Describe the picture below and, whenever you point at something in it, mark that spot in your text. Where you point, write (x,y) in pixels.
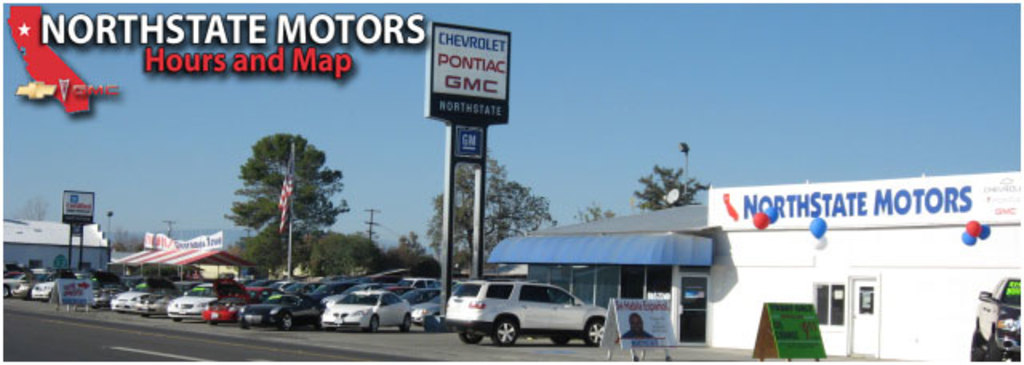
In this image we can see some vehicles (221,297) parked, there is a road (53,351) and in the background of the image (533,223) there are some boards (71,300), trees (317,200), sheds (921,269) and top of the image (315,88) there is clear sky (594,74).
